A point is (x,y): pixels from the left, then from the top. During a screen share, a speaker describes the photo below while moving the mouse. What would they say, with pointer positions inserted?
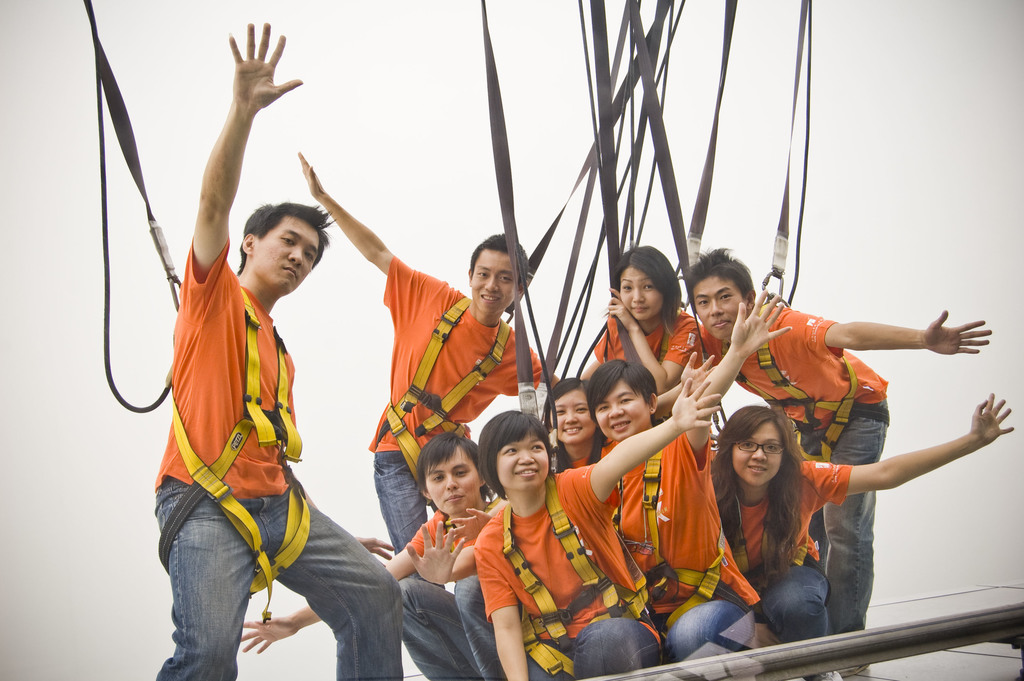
This picture seems to be clicked outside. In the foreground (656,482) we can see the group of persons (598,497) wearing orange color t-shirts (684,501) and squatting on the ground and we can see the group of persons (412,330) wearing orange color t-shirts (289,367) and standing on the ground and all of them are attached to the ropes (492,76). On the right corner (968,642) we can see the metal rod (792,655). The background of the image (404,87) is white in color.
